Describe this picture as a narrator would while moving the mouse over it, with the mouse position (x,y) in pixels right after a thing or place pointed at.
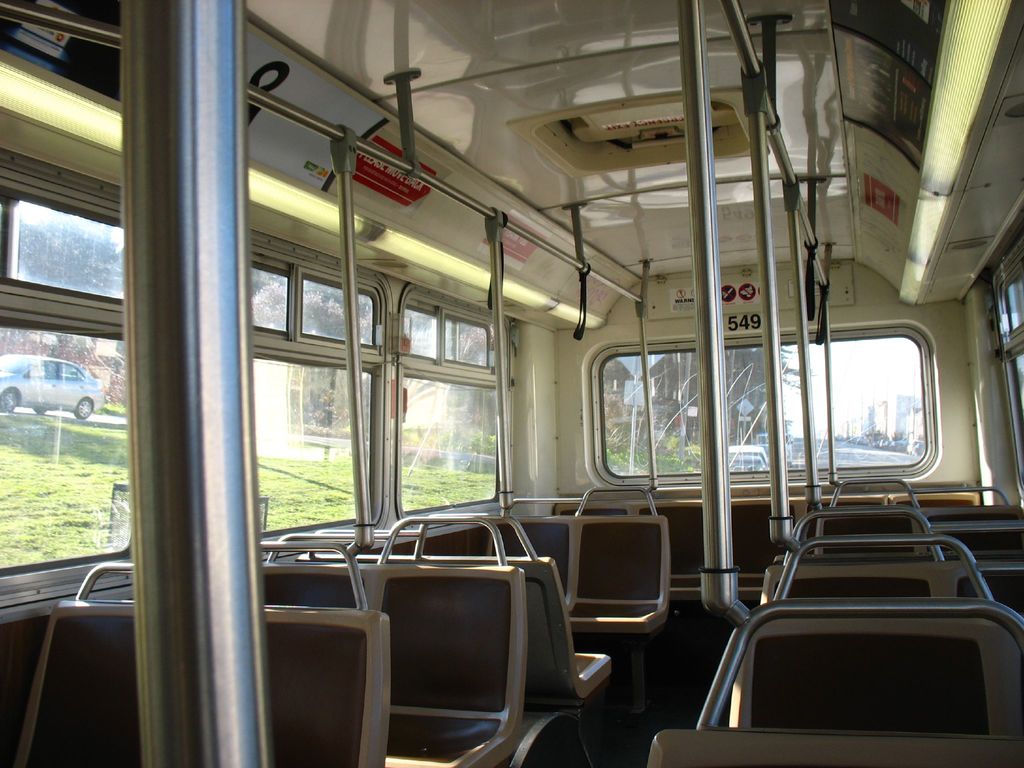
It is an inside view of the vehicle (512,596). At the bottom (651,761), we can see seats (900,730), rods (231,632). In the middle of the image (678,430), we can see glass windows (640,469). Top of the image (541,39), there is a roof (548,172), stickers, signboards (404,185). Through the glass window (301,481), we can see the outside view. Here there is a grass (338,499), vehicle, road (867,446), poles (683,393), boards (626,396), trees (728,386).
